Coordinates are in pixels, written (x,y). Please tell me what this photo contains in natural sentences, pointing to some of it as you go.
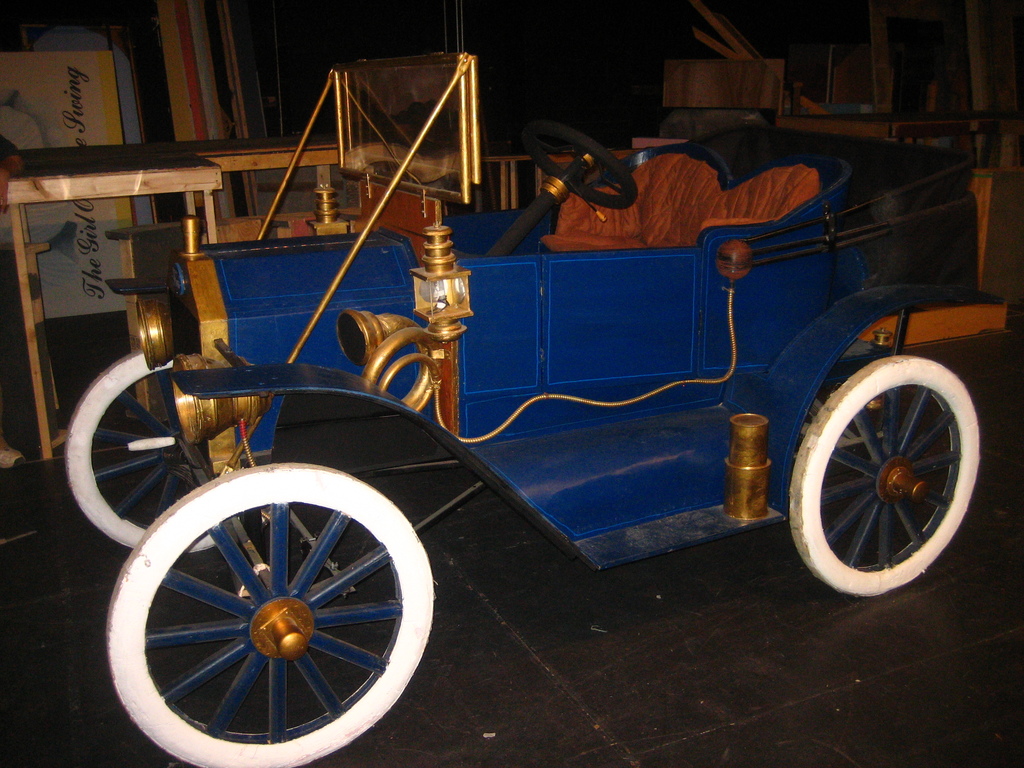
In the center of the image (446,463) we can see a vehicle (512,216). In the background of the image (311,191) we can see the tables (273,144), boxes (1000,177), wall (595,74) and some other objects (662,139). At the bottom of the image (446,679) we can see the floor (677,629).
